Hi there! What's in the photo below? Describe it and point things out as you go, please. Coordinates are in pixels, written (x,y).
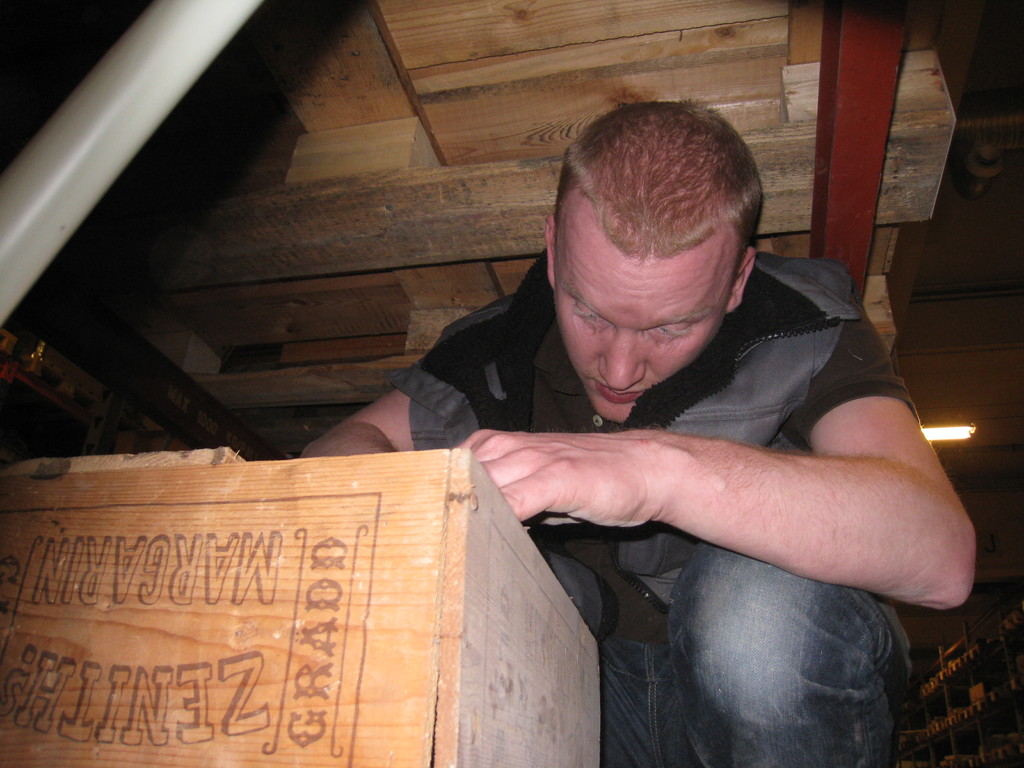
In this image a person (752,489) wearing a jacket (643,558) is before a wooden box (247,571). Right bottom there are few racks (956,759). A light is attached to the roof (956,299). He is under a rack (391,197).
